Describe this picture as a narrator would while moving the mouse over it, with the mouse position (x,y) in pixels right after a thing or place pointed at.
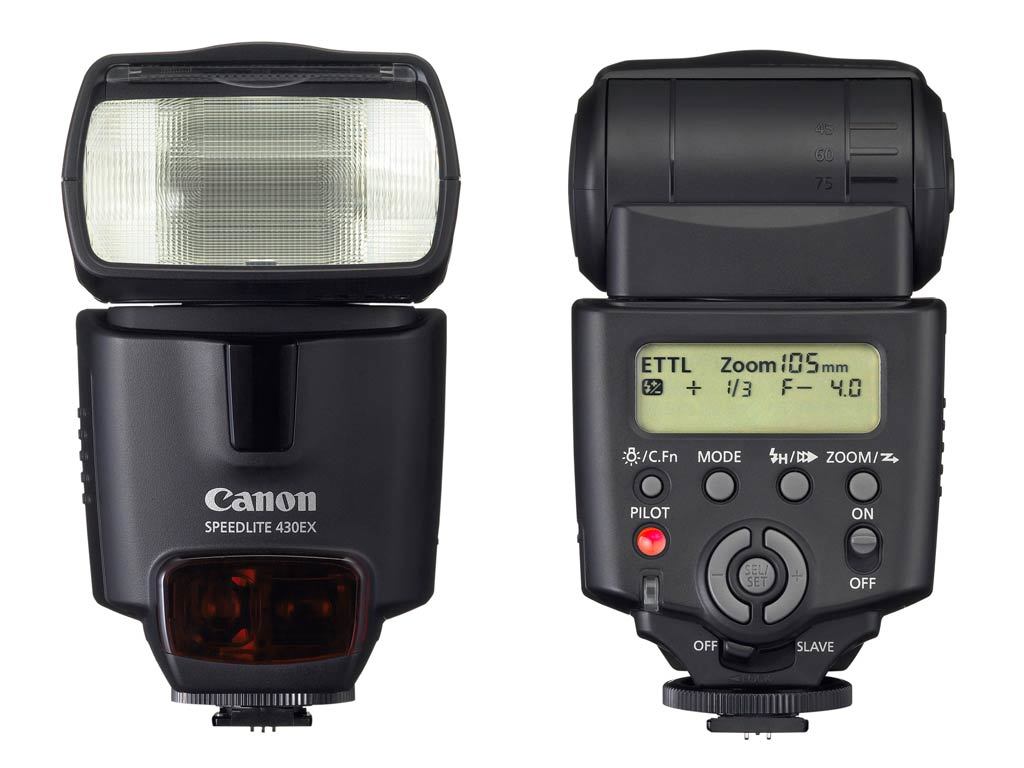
In the image there are parts (338,477) of camera (379,401). On the left side of the image (97,264) there is a flash light (110,393) of a camera (354,641) and there is something written on it. On the right side of the image (812,194) there is a part (625,208) with screen (769,396) and buttons (720,563).
